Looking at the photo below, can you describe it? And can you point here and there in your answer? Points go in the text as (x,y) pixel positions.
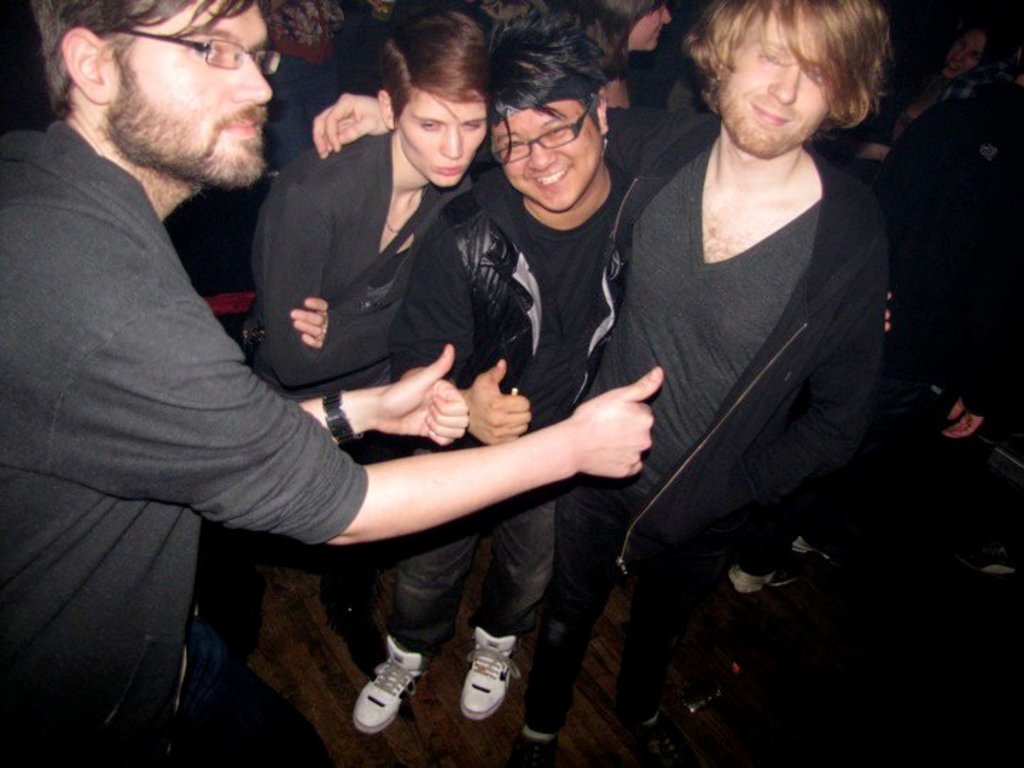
In this image I can see the group of people (298,434) with black color dresses (389,451). I can see two people (522,171) with the specs (512,156). In the background (311,138) I can see few more people (955,136).
